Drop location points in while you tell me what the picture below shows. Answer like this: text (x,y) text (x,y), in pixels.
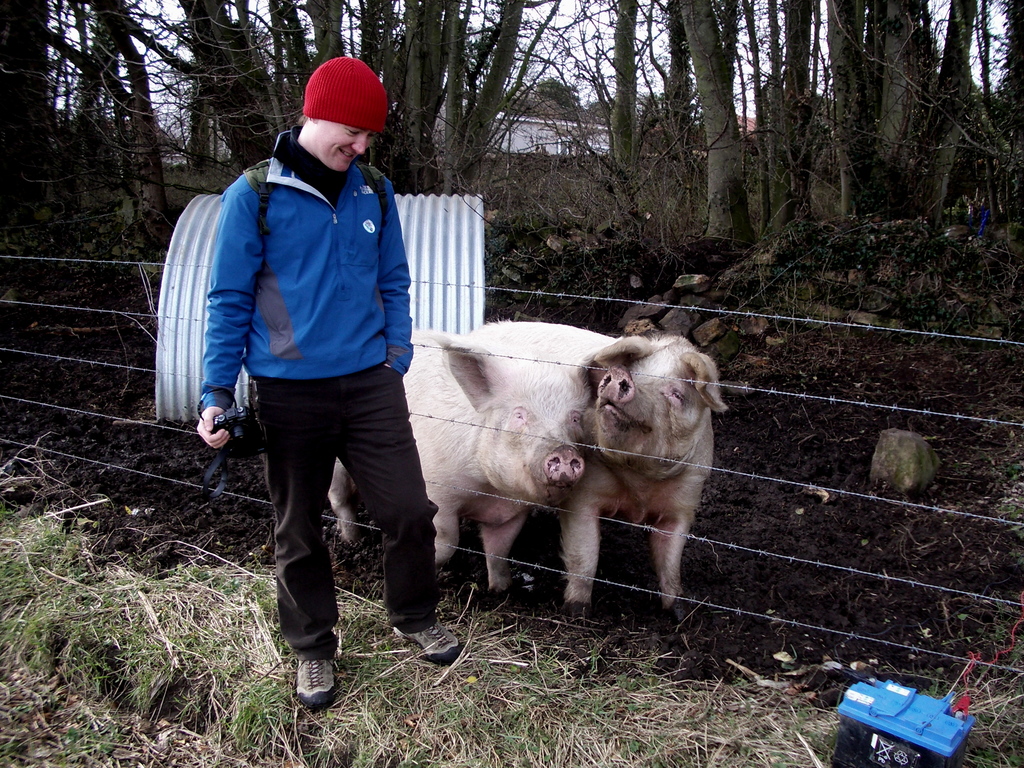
In this picture there is a man (311,277) is wearing a blue jacket (338,251), cap (339,70), trouser (333,466). He is standing near to the white color pigs (654,438). Here we can see steel wires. In the back (787,93) we can see many trees (619,147) and house (531,137). On the top (589,31) there is a sky (573,47). On the bottom (659,743) we can see grass (462,730). Here we can see steel barrel (450,259).
